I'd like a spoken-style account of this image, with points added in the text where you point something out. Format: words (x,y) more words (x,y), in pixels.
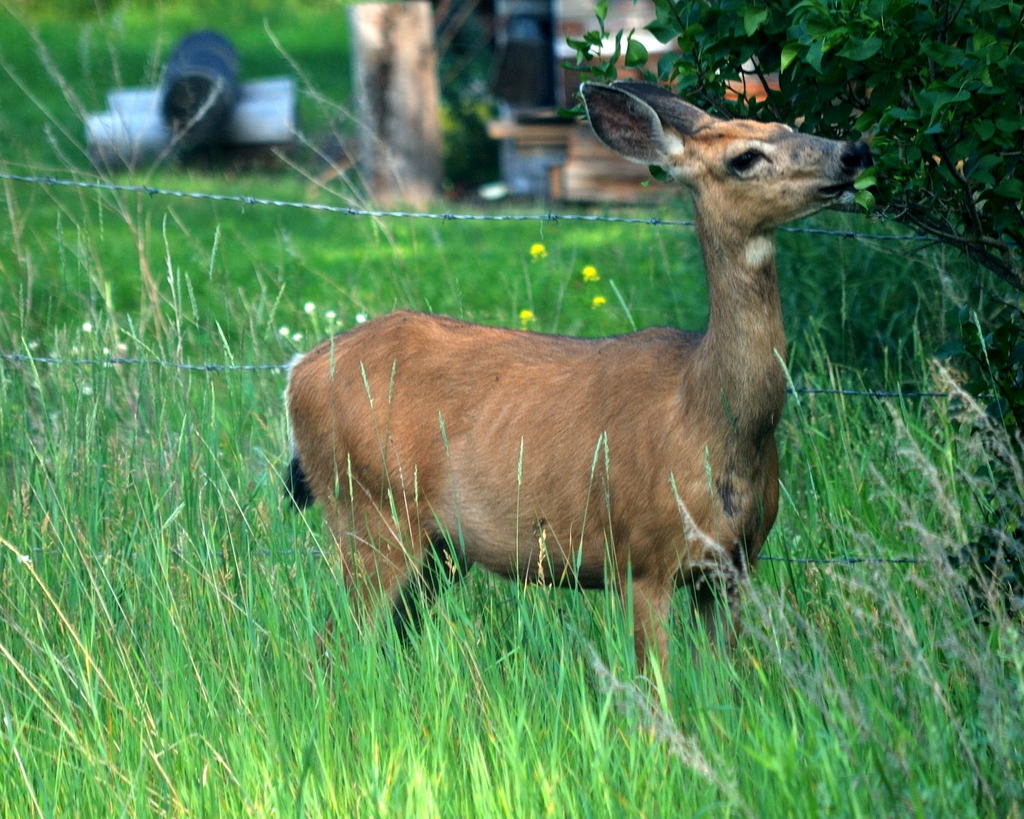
In this image I can see an animal (558,447) which is brown, black and cream in color, some grass (269,648) which is green in color, a tree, the fencing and the blurry background (504,257).
